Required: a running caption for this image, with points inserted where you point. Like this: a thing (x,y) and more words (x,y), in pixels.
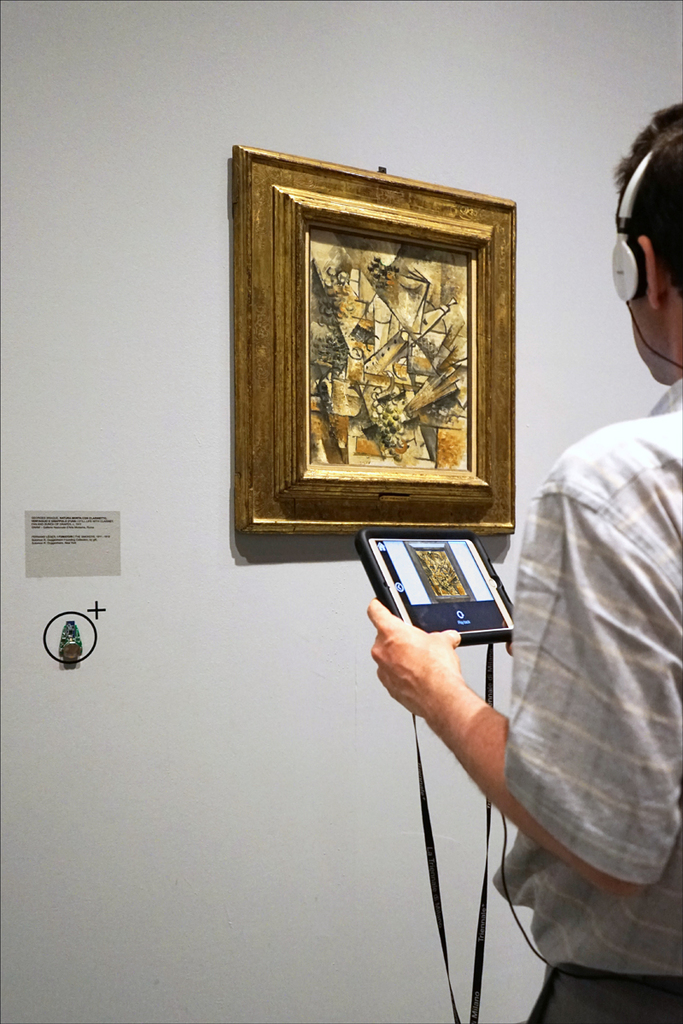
In this picture I can see a man (618,517) wore headphones (635,251) and he is holding a ipad (427,611) in his hand (421,632) and I can see a photo frame (400,217) on the wall (222,217) and I can see a white color background (71,334).
